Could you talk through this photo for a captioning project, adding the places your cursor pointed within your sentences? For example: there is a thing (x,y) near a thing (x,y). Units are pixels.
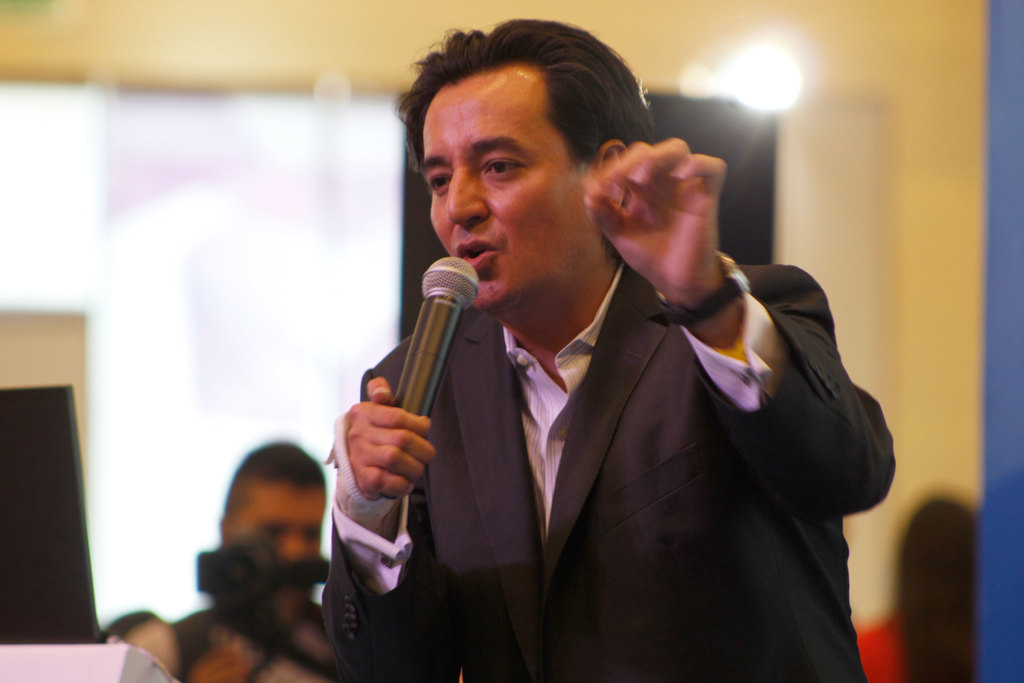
This man (593,444) wore suit (668,452) and speaking in-front of mic (423,348). On top (752,84) there is a light (791,80). Far a person (198,642) is holding a camera (305,565).
